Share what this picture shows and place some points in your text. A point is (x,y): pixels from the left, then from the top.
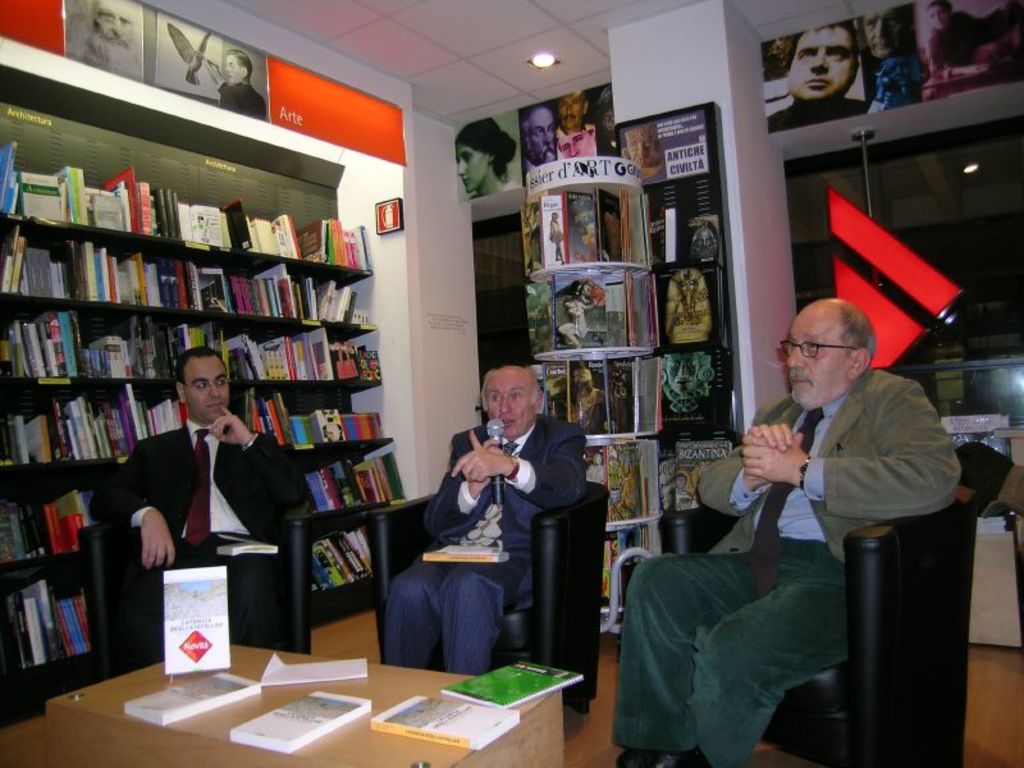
This rack (353,411) is filled with books (32,345). This 3 persons (274,534) are sitting on a chair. On this table (229,743) there are books (345,720) and card (201,631). This person (515,516) is holding a mic (496,490). On wall (588,127) there are different type of posters (560,103).
